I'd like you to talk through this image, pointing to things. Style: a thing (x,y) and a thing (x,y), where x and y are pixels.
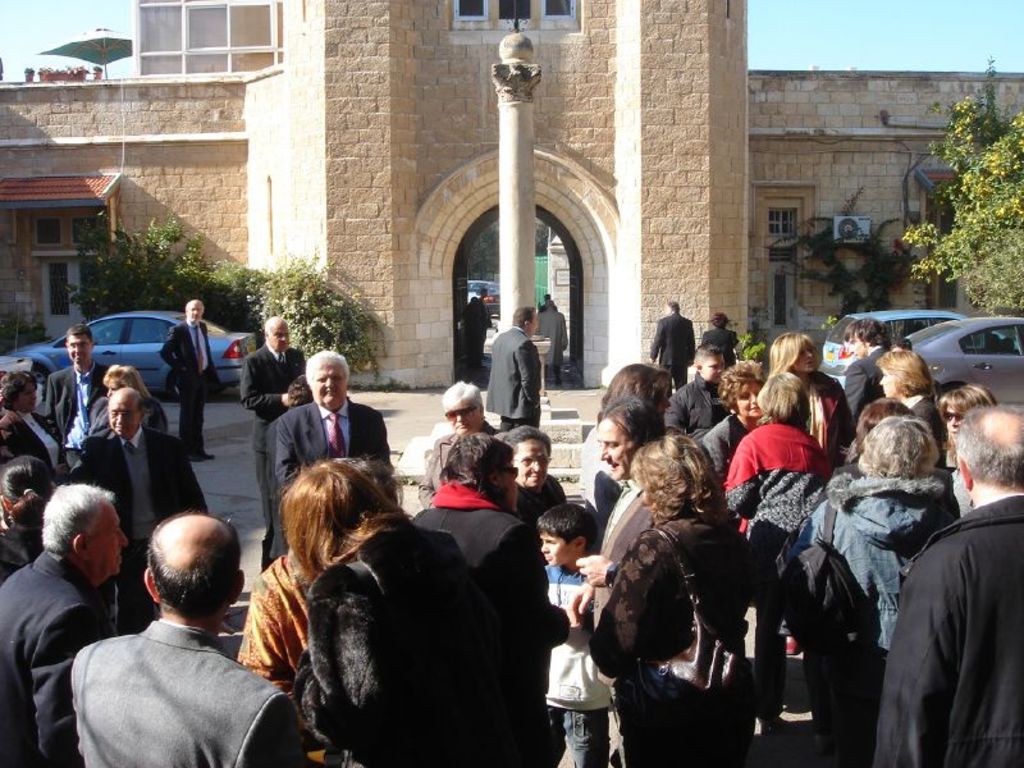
This picture describes about group of people (404,562), few people (622,606) wore bags (825,531), beside to them we can see few cars (948,380), trees (883,275) and a building (448,154), and also we can see an umbrella (119,48) on the building (103,91).
